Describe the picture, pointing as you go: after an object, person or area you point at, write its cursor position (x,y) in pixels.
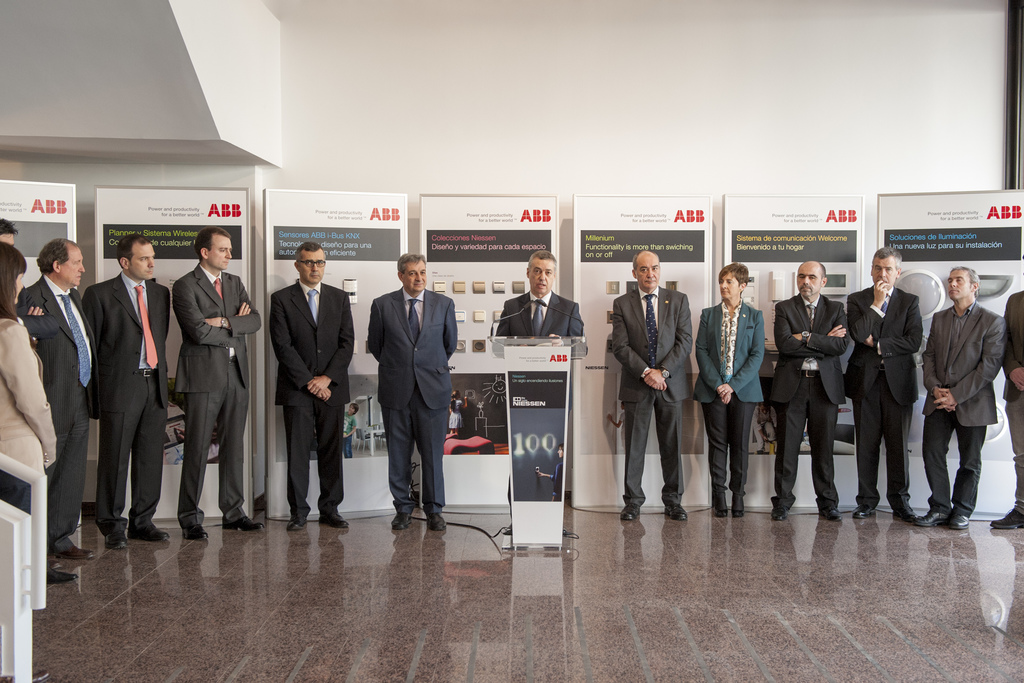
In this image I can see number of people (651,389) are standing and I can see all of them are wearing formal dress (415,432). In the center (570,339) I can see a podium (558,356) and on it I can see two mics (519,315). I can also see a poster (560,439) on the front side of the podium (527,365). In the background (493,430) I can see number of boards (925,195) and on it I can see something is written.
